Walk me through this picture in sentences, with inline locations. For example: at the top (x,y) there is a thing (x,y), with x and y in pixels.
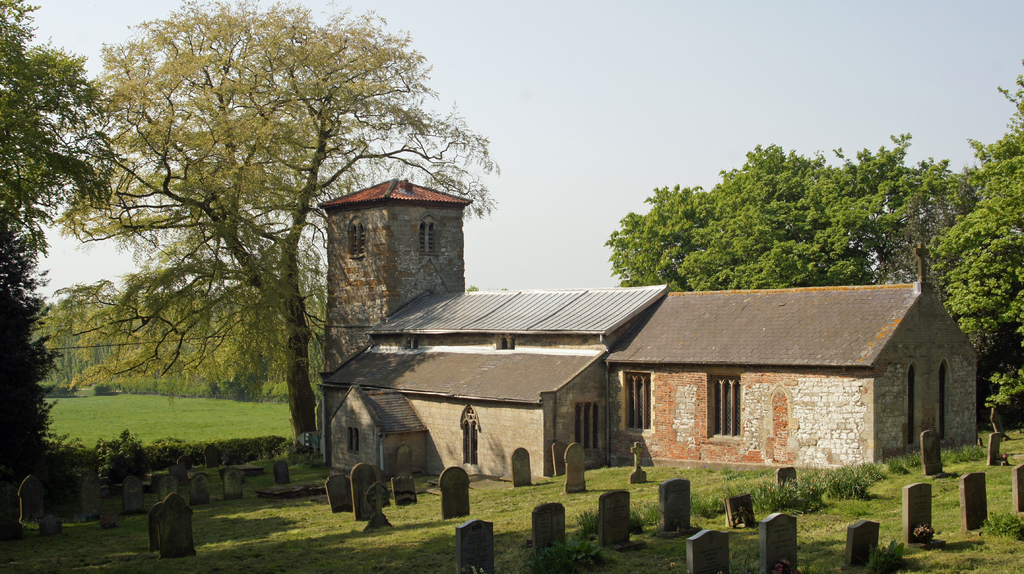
In this image I can see a church (837,404), trees (997,189), windows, cemeteries (914,542) and the sky (654,106) is in blue and white color.
